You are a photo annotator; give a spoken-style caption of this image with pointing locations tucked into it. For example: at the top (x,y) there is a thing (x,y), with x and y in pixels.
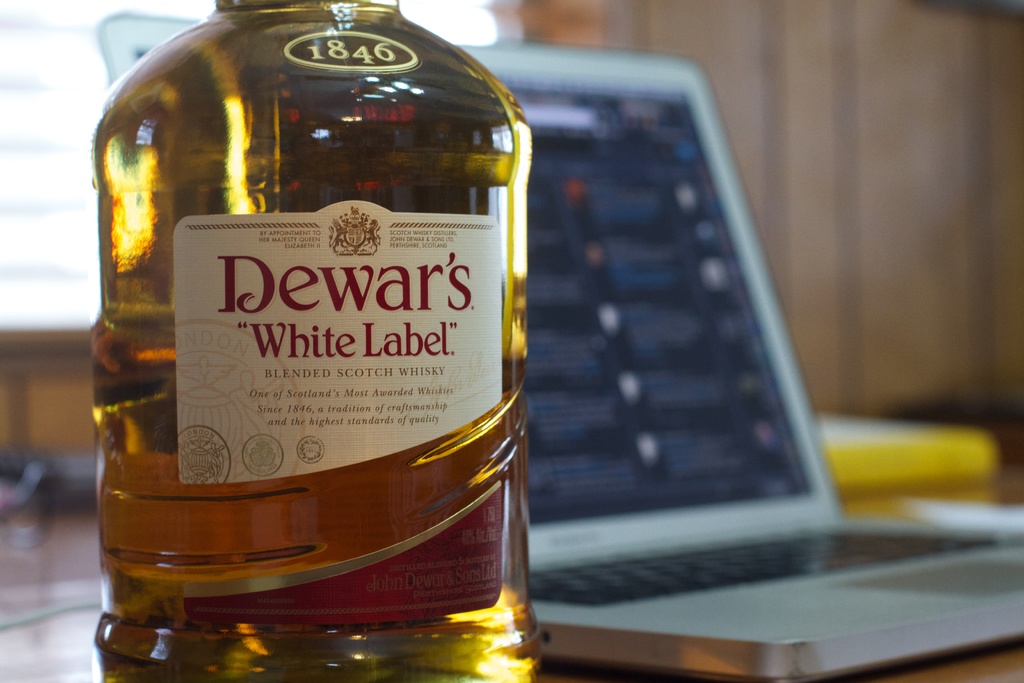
In this picture we can see bottle (374,190) with drink (224,196) in it and sticker (342,302) to it and aside to this we have laptop (599,511) and this two are placed on table (668,681) and in background (852,89) we can see wall (852,89).
